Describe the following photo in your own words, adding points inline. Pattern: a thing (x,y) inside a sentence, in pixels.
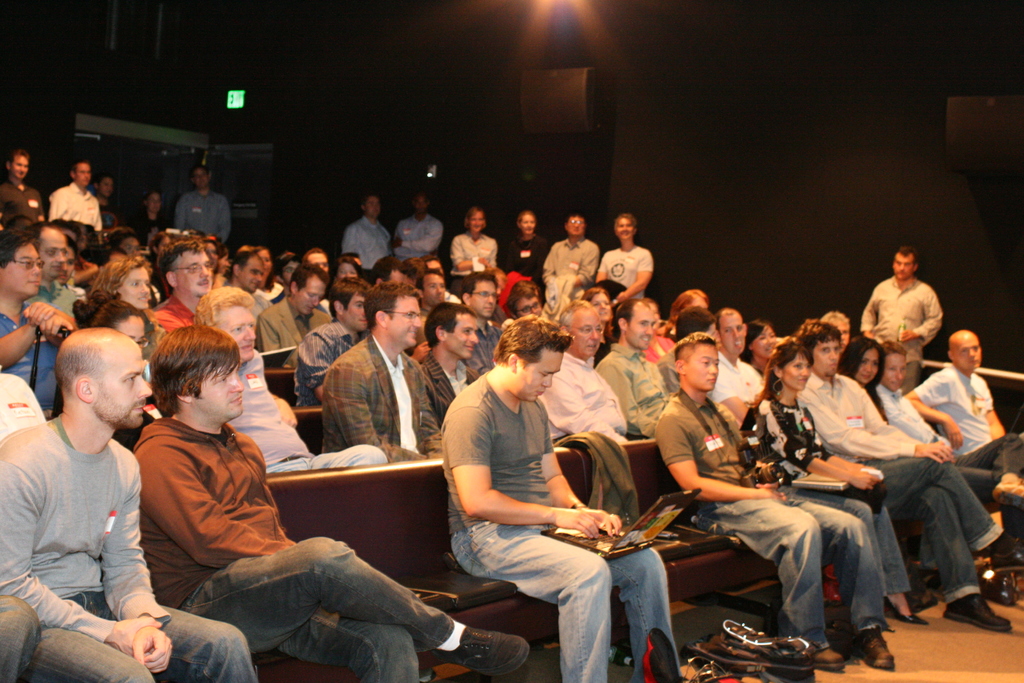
This picture describes about group of people (479,452), few people (470,525) are seated and few are standing, and we can see few people (576,509) are holding laptops (671,512).
